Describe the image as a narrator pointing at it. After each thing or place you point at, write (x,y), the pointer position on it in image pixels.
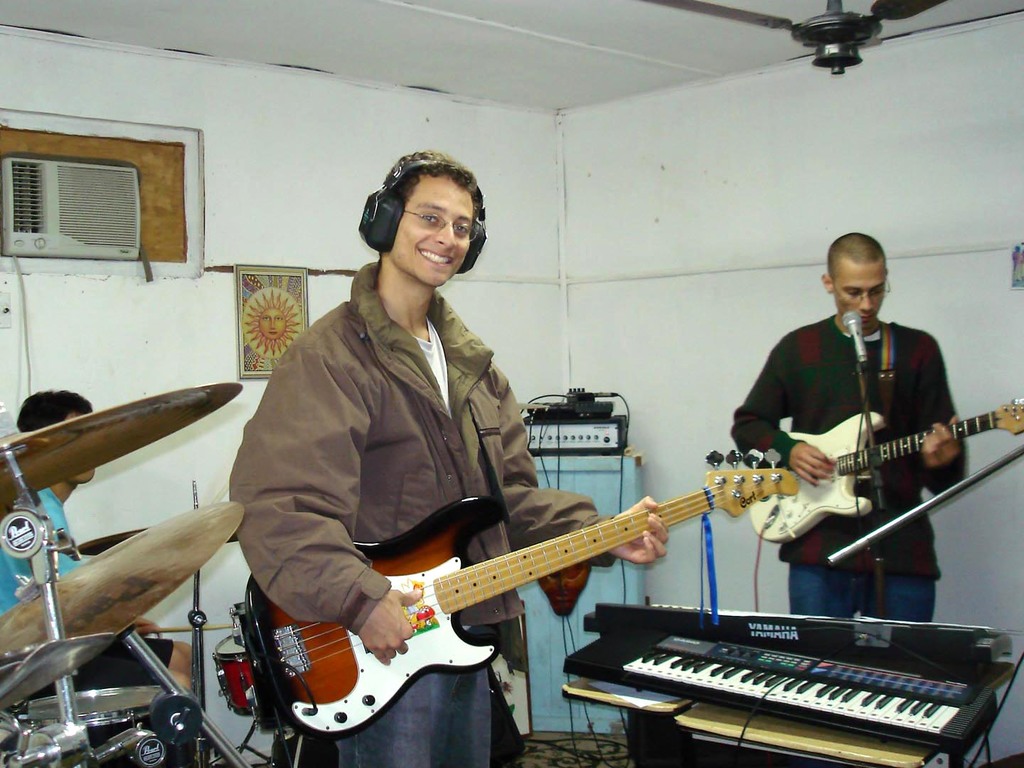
There is a person (423,308) smiling, standing, holding and playing guitar (555,553). In the background (900,453) there is a person (901,398) in dark color sweater (880,345) standing, holding and playing guitar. There is a wall (911,155), fan (837,44), other items (596,414) and poster (274,298) on the wall (284,231). On the left hand side (48,590), there is a man (152,636) sitting and playing drums (165,544). Top of him, there is a device (71,242) on the wall (138,263).
